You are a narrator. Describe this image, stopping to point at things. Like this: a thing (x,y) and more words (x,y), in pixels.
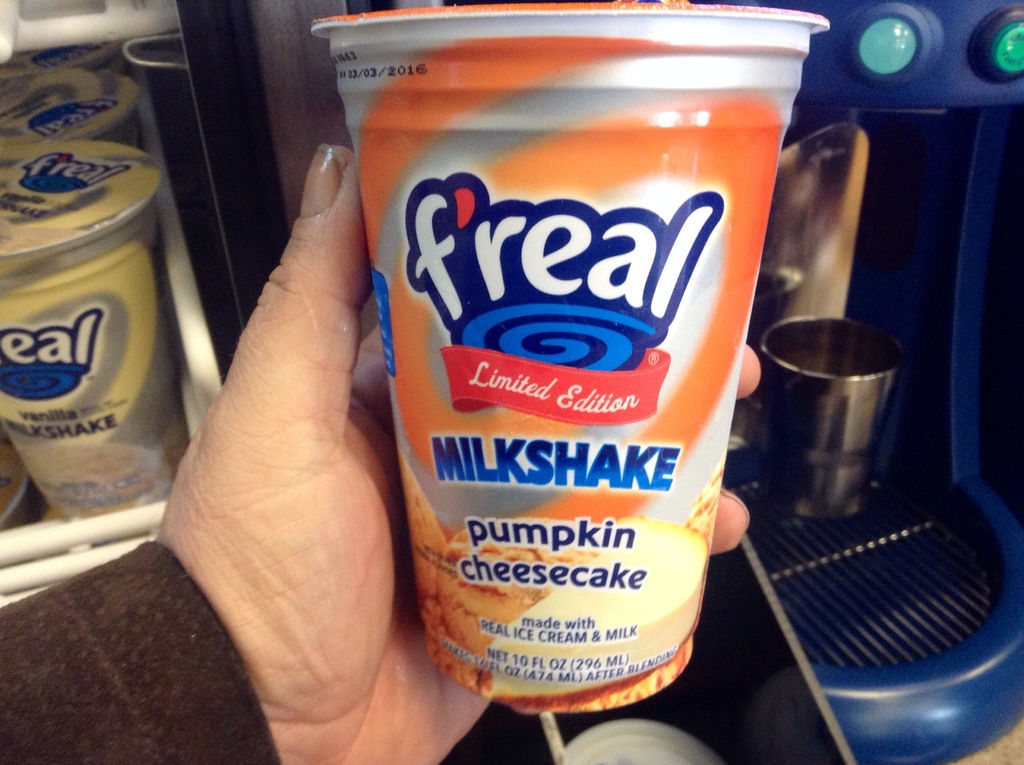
In this image there are glasses (530,365) and in the front (378,582) there is a hand (260,615) of the person (273,598) which is holding a glass (526,501) and on the right side (894,326) there is a machine (923,351) which is blue in colour.
